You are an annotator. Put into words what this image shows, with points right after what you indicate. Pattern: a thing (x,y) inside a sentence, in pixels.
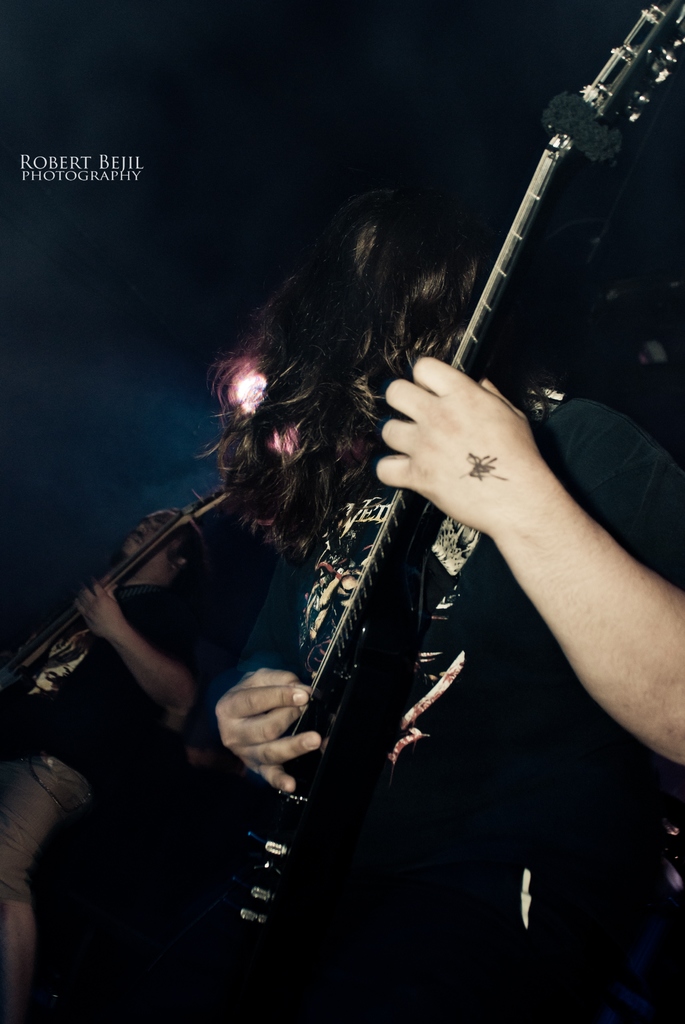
In this image there is a person (450,737) standing in the center (357,619) holding a musical instrument (356,677) in his hand (315,745). In the background (168,668) there is a man (99,683) standing and holding a musical instrument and there is a light (239,400).
